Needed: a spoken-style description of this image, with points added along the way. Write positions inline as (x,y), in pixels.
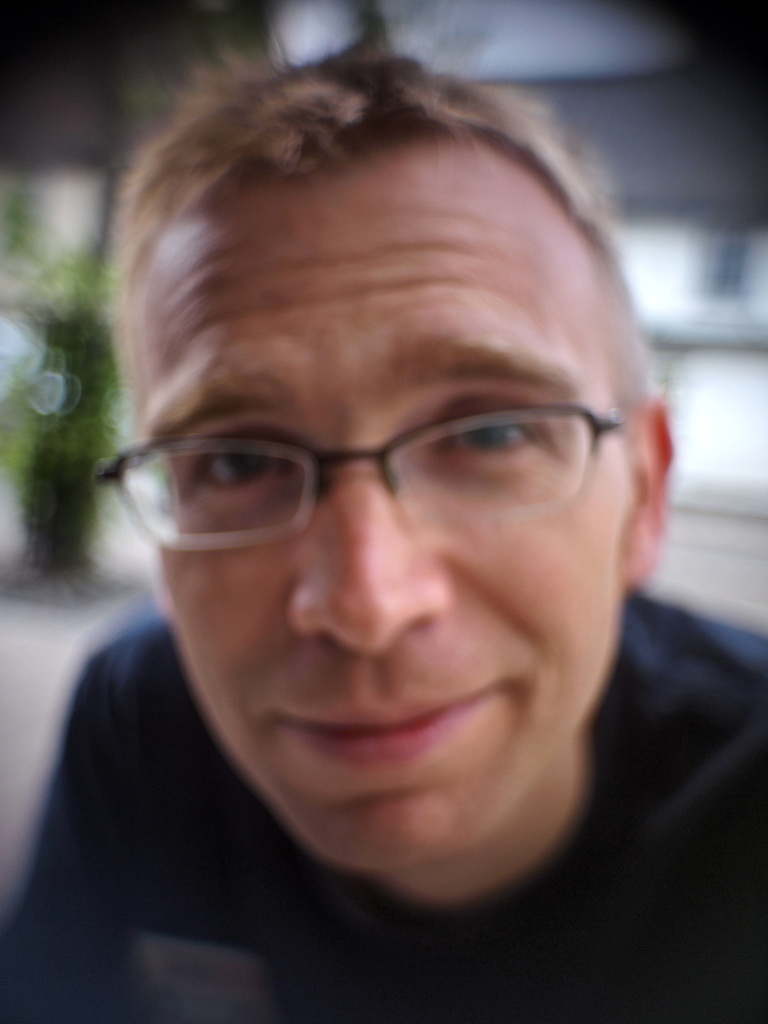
In this image there is a person (399,506) wearing spectacles (362,451). Background (2,307) is blurry.
